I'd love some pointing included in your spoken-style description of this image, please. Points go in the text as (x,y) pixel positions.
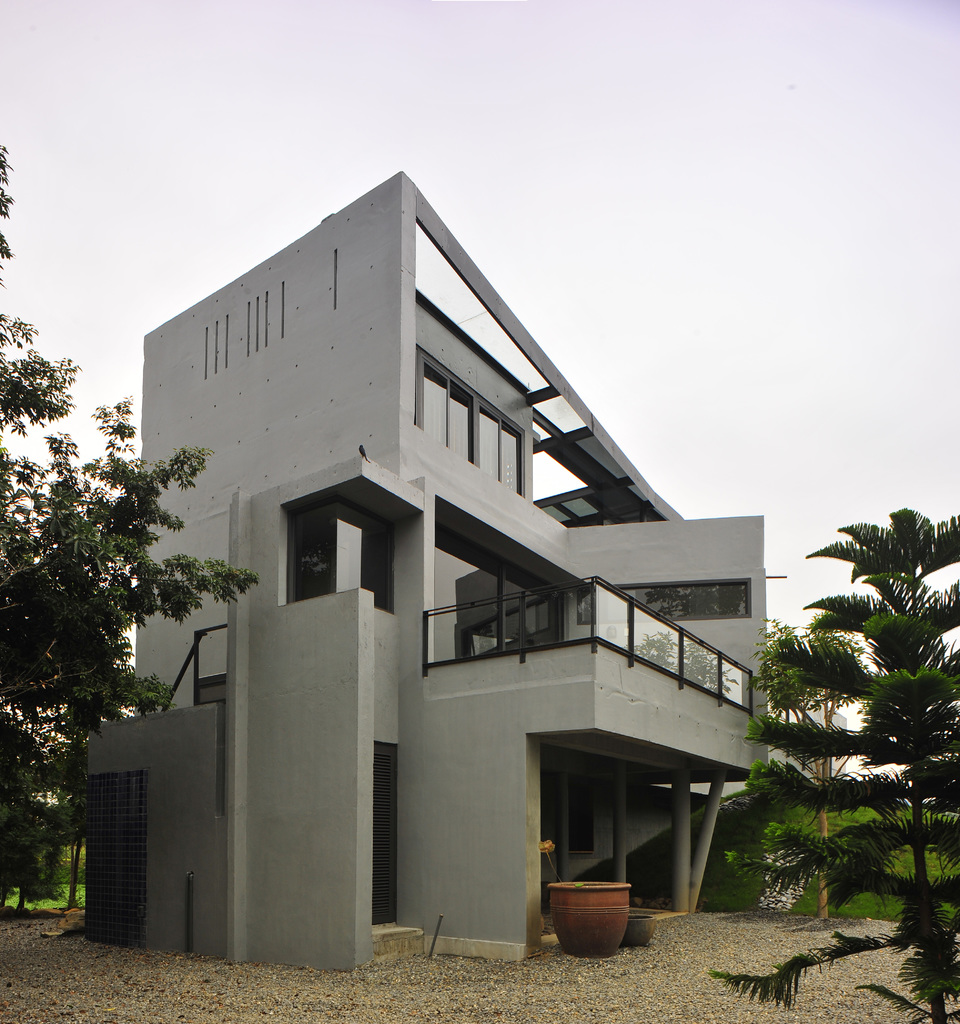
In the foreground of this image (917,872), on the right (947,971) there is a tree (942,952). In the background (522,750), there is a building (247,752), a drum (612,903) like an object (604,909), the ground (210,971) and a tree (19,677). On the top (354,94), there is the sky (188,101).
